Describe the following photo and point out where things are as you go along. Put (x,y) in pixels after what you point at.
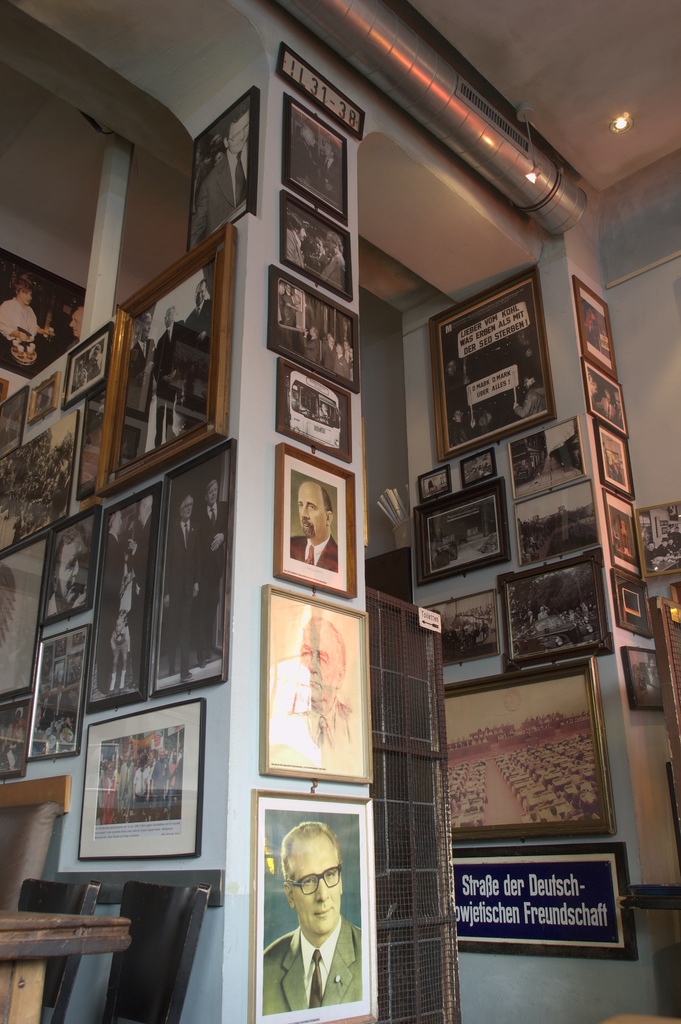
The picture is taken in a room (603,692). In this picture there are many frames (324,651) and photographs (320,564) to the wall (57,868). In the center of the picture (431,639) there is a gate (405,801). On the left (118,926) there are chairs (75,883) and a table (27,912). At the top (604,122) there are light (615,121), pipe (351,52) and ceiling (542,30).
